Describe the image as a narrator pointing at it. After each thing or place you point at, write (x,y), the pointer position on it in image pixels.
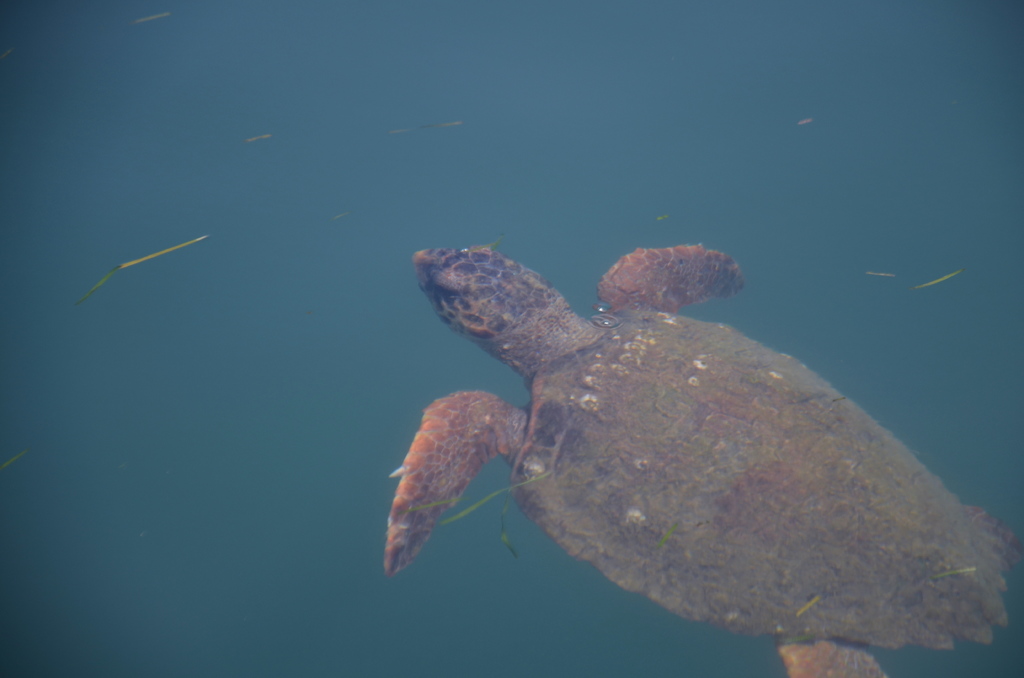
In this picture we can see a tortoise (760,428) and a few things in the water (45,624).
